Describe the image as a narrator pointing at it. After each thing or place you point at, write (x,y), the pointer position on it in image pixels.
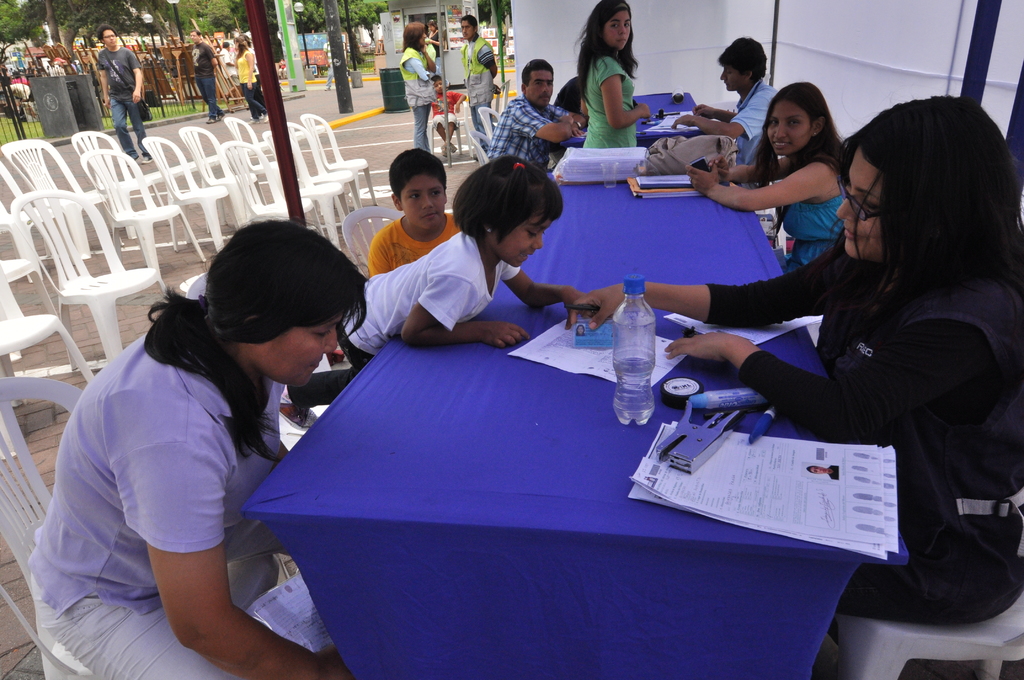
This picture consists of table (673,113), on the table (606,470) I can see a blue color cloth (284,494) and papers (710,464) and staplers (687,418) and markers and bags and around the table (633,211) I can see there are persons (235,470) sitting on chair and on the left side (203,135) I can see white color chairs (232,169) and pole (340,55) and fence (171,78) and persons (240,63) walking on road (387,141) and trees (316,27) visible at the top (71,24).
